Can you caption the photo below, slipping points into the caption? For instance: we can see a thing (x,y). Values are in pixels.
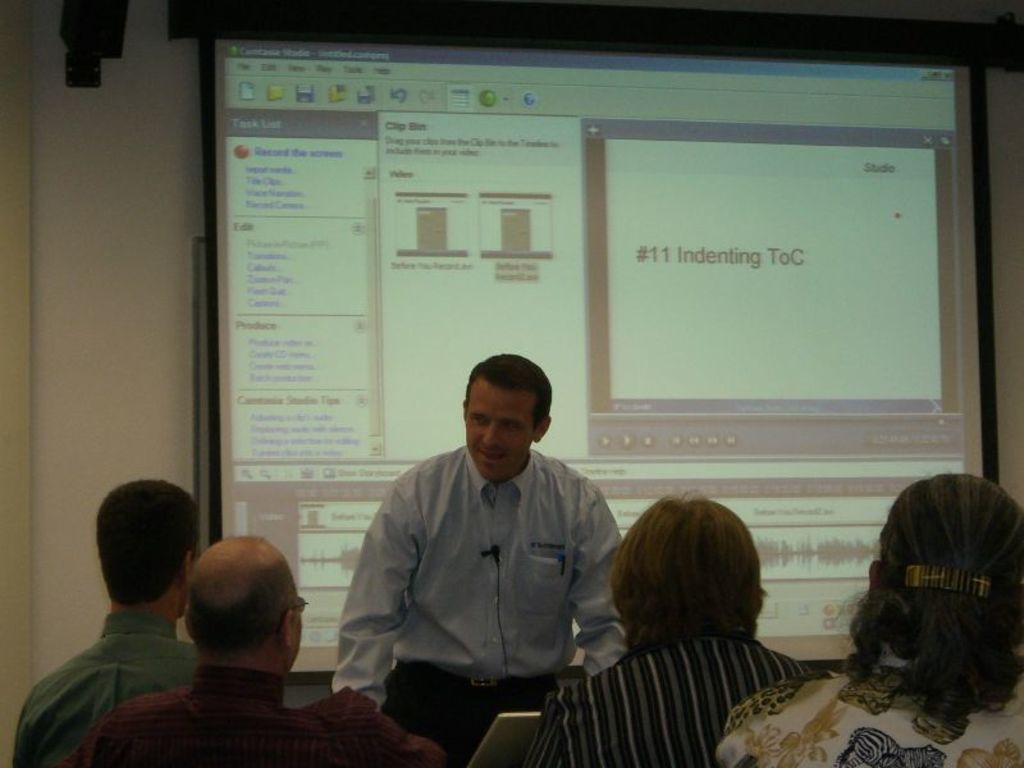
In this picture I can see there is a man (345,637) standing and there are few people (333,723) sitting here. In the backdrop (650,193) there is a screen (699,248) and there is something displayed on the screen (442,370).
